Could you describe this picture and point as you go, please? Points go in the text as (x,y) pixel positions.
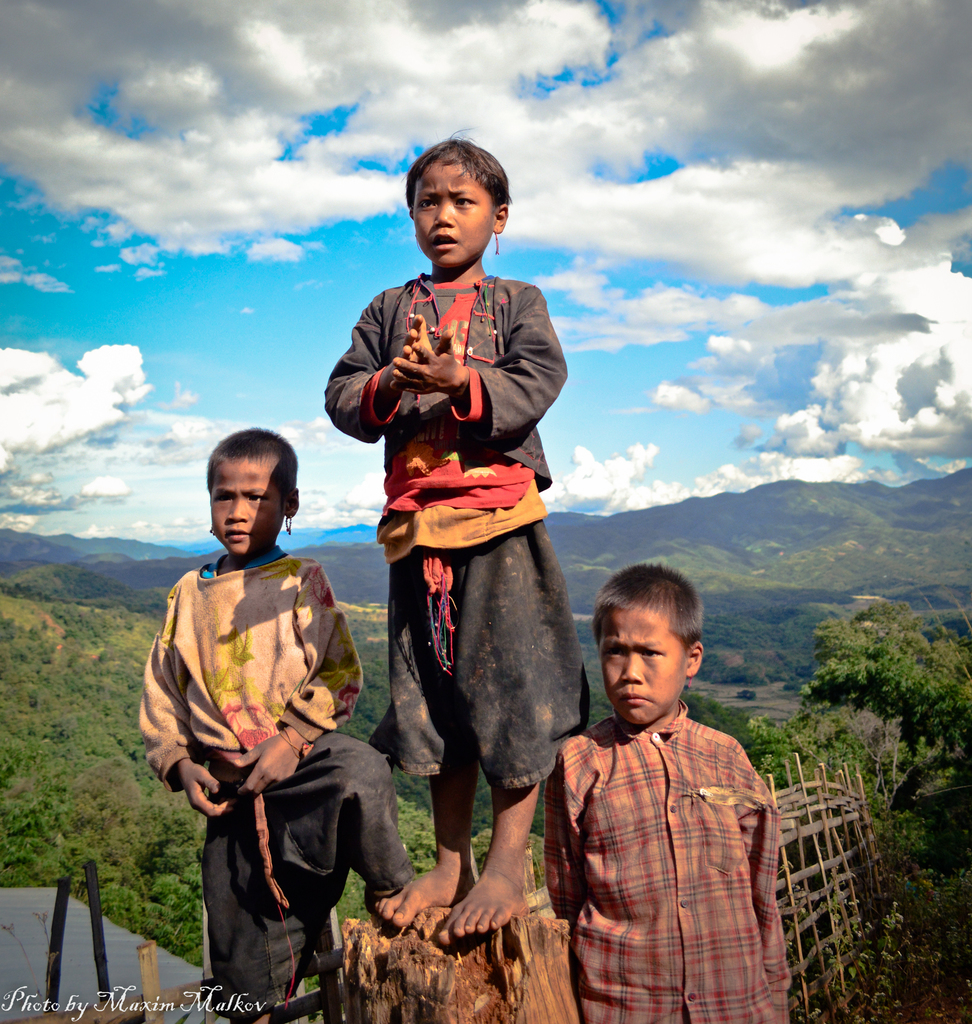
As we can see in the image there are three people (389,550) standing. In the background (691,689) there are trees (15,626) and hills (740,530). On the top (694,194) there is sky (277,286) and clouds (167,207).
